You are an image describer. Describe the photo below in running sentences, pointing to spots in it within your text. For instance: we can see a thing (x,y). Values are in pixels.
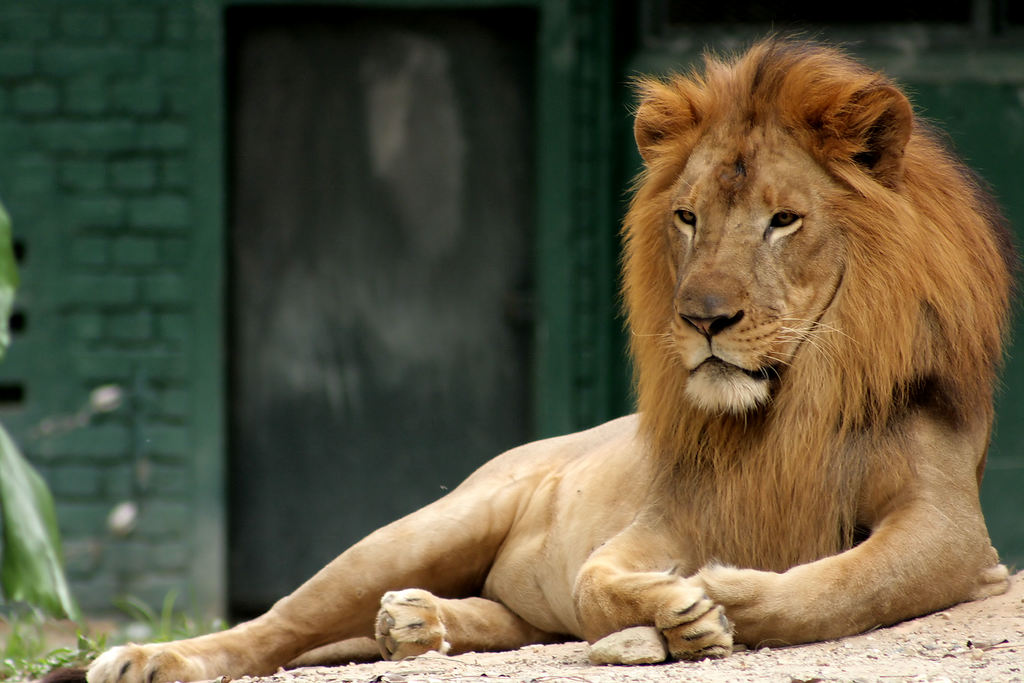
Here we can see a lion (774,405) sitting on the ground (279,675). In the background (246,266) there is a door (388,303) and wall (199,232). On the left side (35,557) there is a plant (35,557).
